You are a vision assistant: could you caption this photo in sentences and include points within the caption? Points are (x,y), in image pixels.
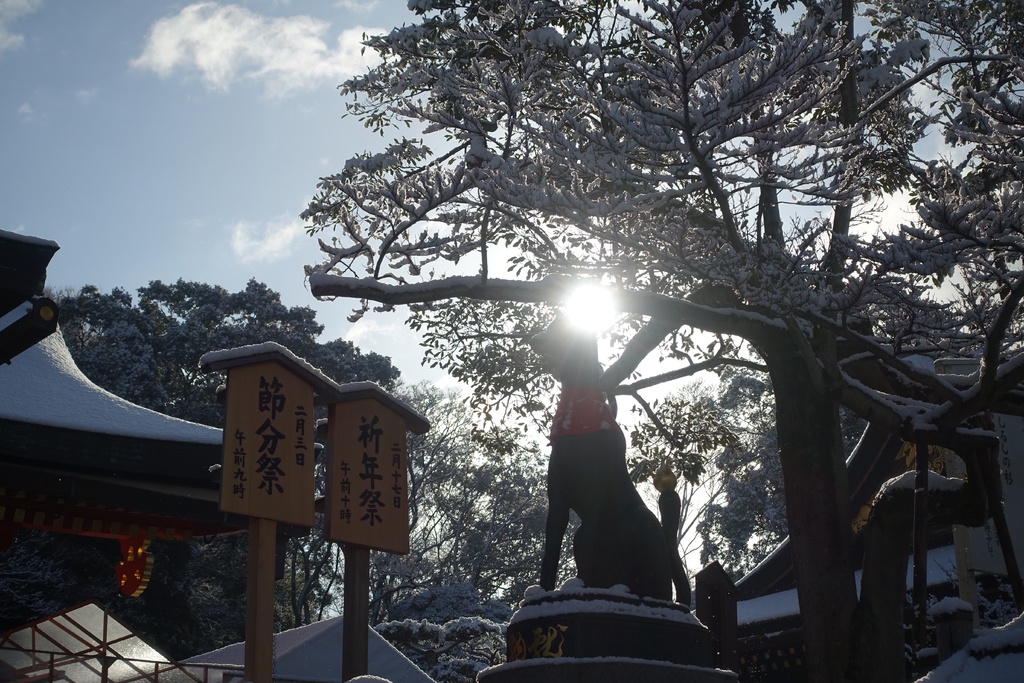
There are two hoardings (332,463) attached to the two poles (363,593) near a statue (585,377) of a dog (635,551) sitting on the slab (530,626). In the background (706,509), there are buildings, trees (411,259) on which, there is snow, sun (580,319) and clouds (287,243) in the sky (211,243).
